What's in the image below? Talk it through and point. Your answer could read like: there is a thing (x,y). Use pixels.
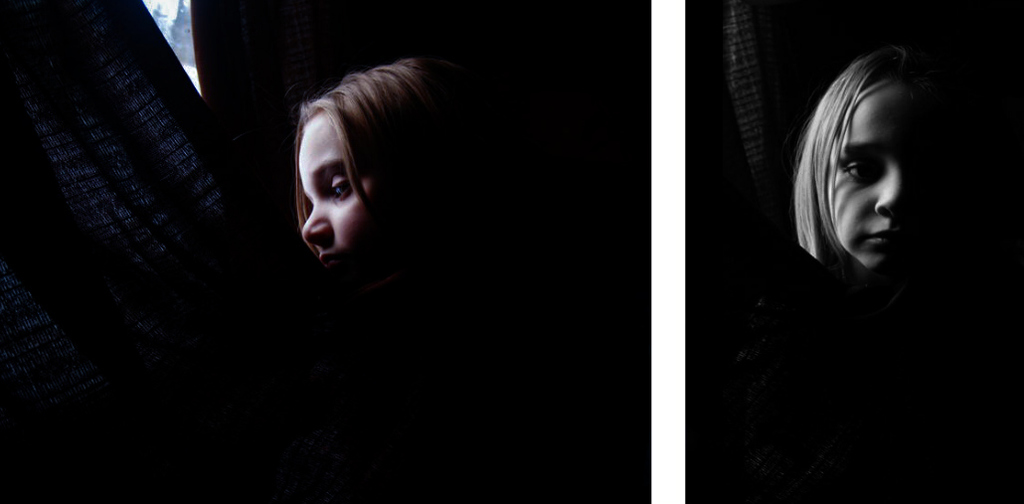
This is the collage image in which there are persons (884,234) and there are objects (243,227) which are black in colour. On the left side of the image (190,59) in the background (181,41) there are trees (176,32).
